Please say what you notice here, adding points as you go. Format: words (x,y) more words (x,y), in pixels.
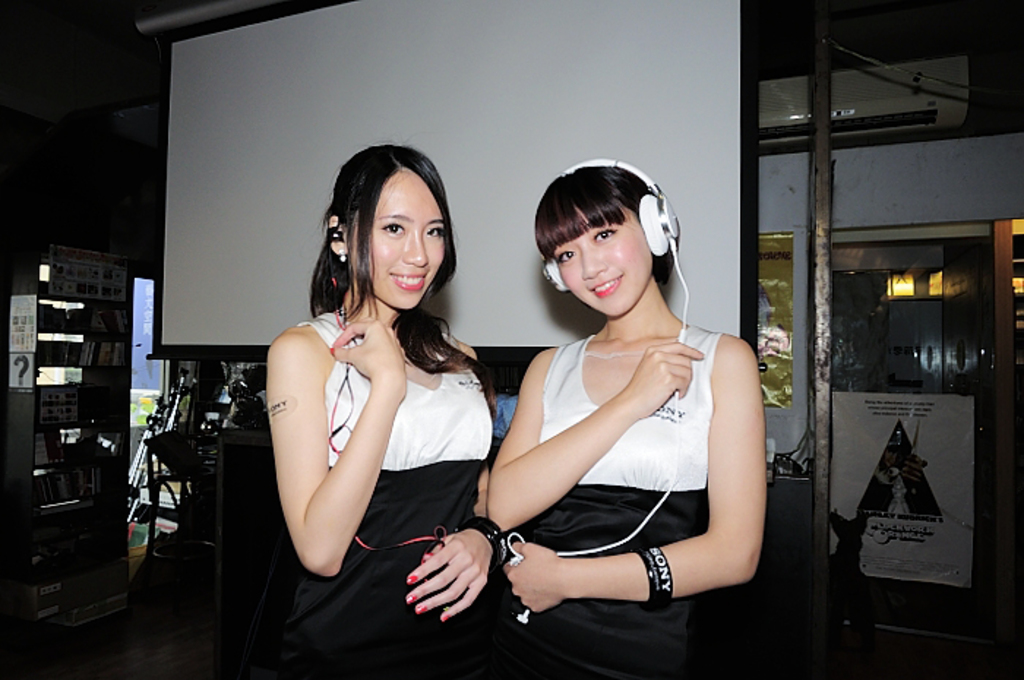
In this picture there are two women (652,371) who are wearing the same dress (579,386) and they are smiling. On the right (959,370) there is a door (959,370). In the back (626,101) I can see the projector screen (505,257) which is placed on the wall (163,52). On the left (91,436) I can see the stands (133,476), shelves (60,264) and door (146,328). Through the door (149,391) I can see the tree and grass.
